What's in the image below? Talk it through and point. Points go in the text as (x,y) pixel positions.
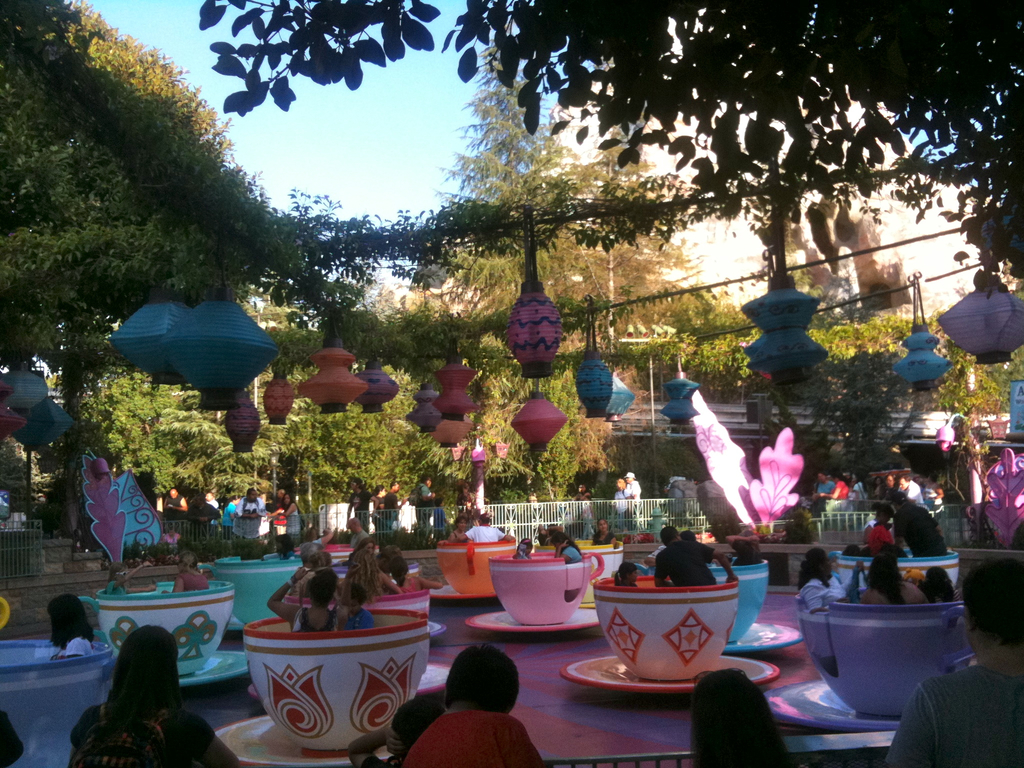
This picture describes about group of people (368,580), few are standing and few are seated in the cups (531,566), on top of them we can find few paper lanterns (218,320) and cables (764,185), in the background (656,251) we can see few poles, trees (58,326) and fence (614,523).
